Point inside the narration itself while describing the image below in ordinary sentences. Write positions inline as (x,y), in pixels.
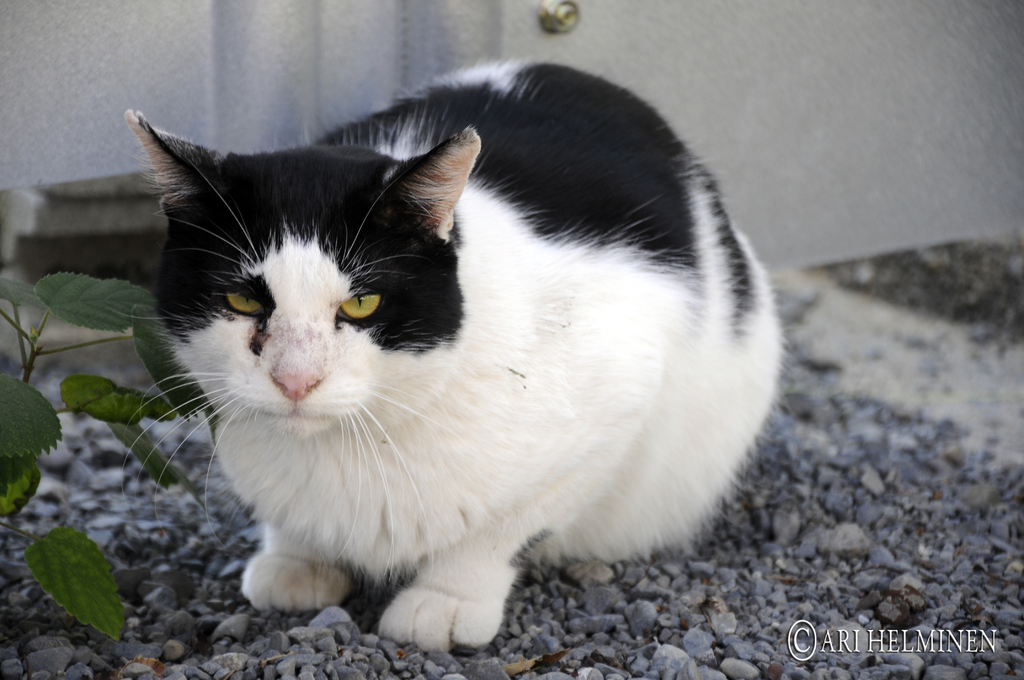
This image is taken outdoors. At the bottom of the image (194,624) there is a ground (810,533) with pebbles (752,610) on it. On the left side of the image (47,305) there is a plant (69,297). In the background (383,71) there is a wall (287,102). In the middle of the image (433,338) there is a cat (433,338) on the ground (91,663).
